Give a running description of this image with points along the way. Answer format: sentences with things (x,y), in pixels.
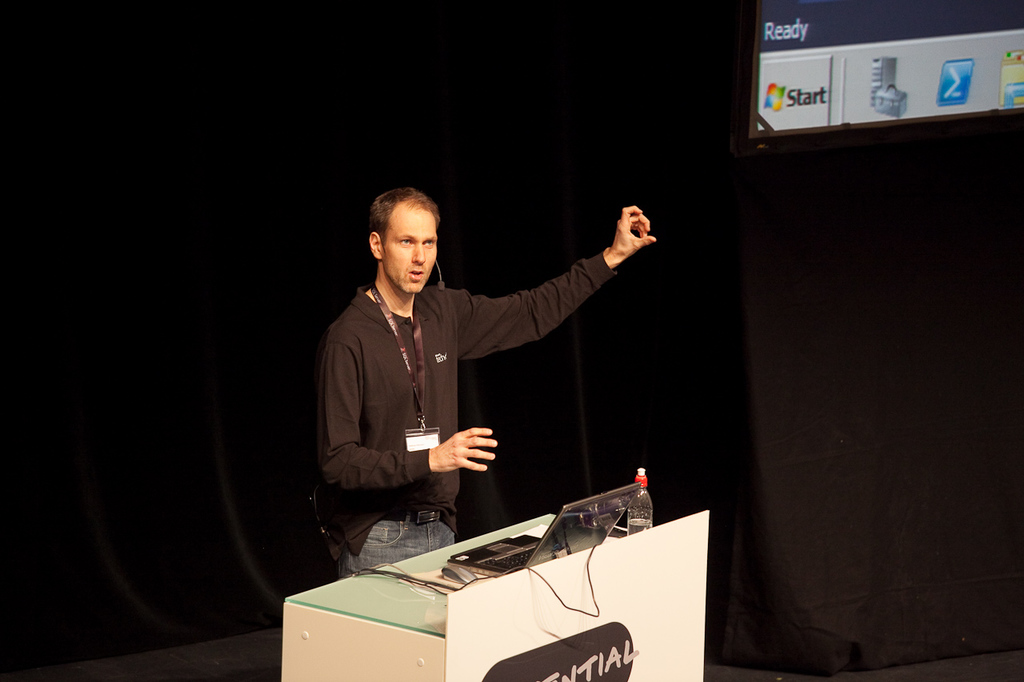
In this image we can see a man (400,541) standing on the floor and a table (397,621) is placed in front of him. On the table (501,582) there are laptop (513,552), disposable bottle (640,515), mouse (462,581) and some papers (445,581). In the background (633,147) there are curtains (461,125) and a display screen (812,125).
